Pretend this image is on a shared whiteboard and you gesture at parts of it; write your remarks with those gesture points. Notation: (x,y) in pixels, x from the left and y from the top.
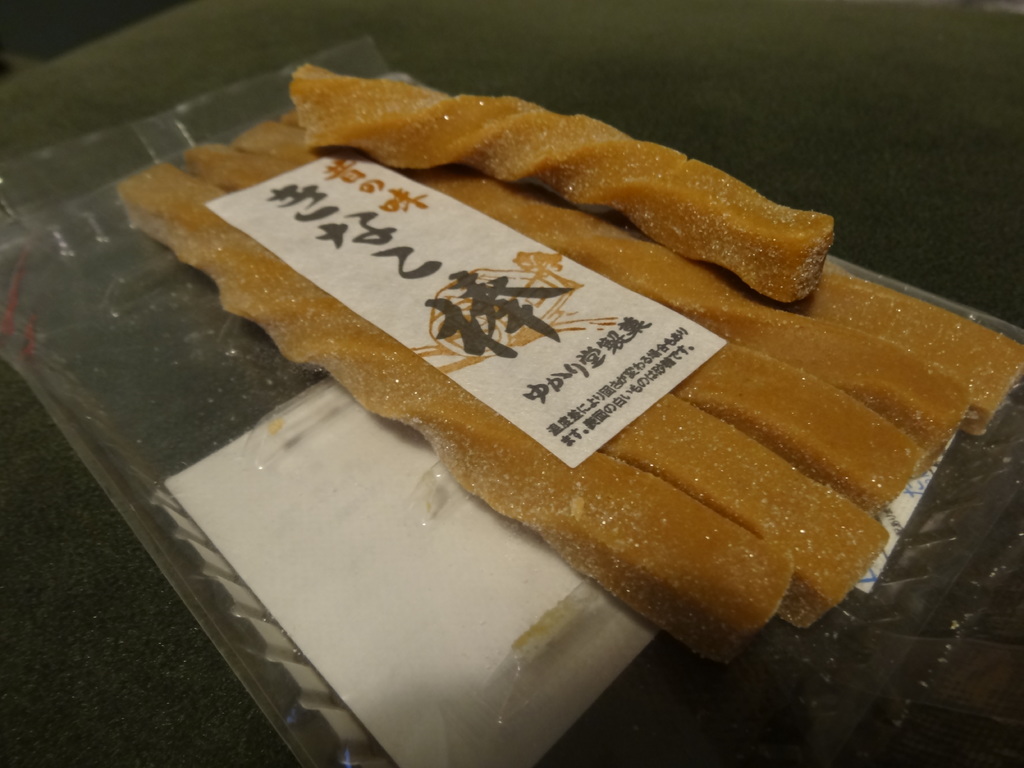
In this picture there are few eatables (472,141) placed on an object (297,373).
